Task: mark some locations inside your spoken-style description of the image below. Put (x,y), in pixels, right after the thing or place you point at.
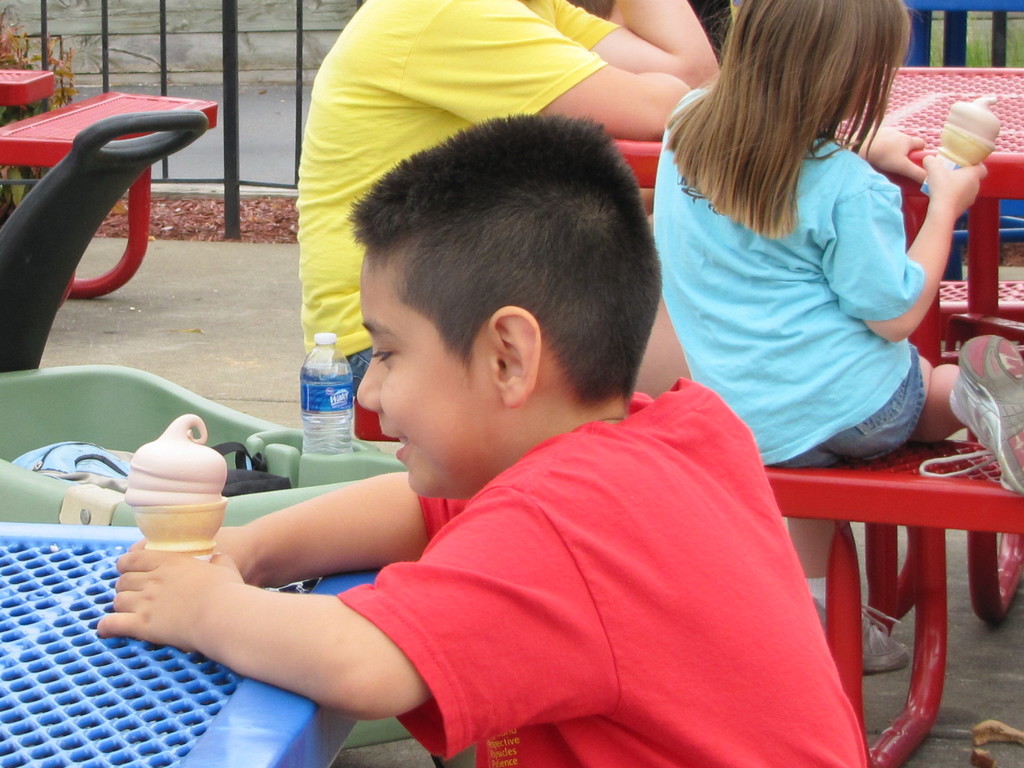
This is the picture of a little guy (474,578) who is sitting on the chair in front of the table (90,602) having his ice cream (224,487) and beside there is another table (913,203) to which there are some other people (695,126) sitting on the chair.
